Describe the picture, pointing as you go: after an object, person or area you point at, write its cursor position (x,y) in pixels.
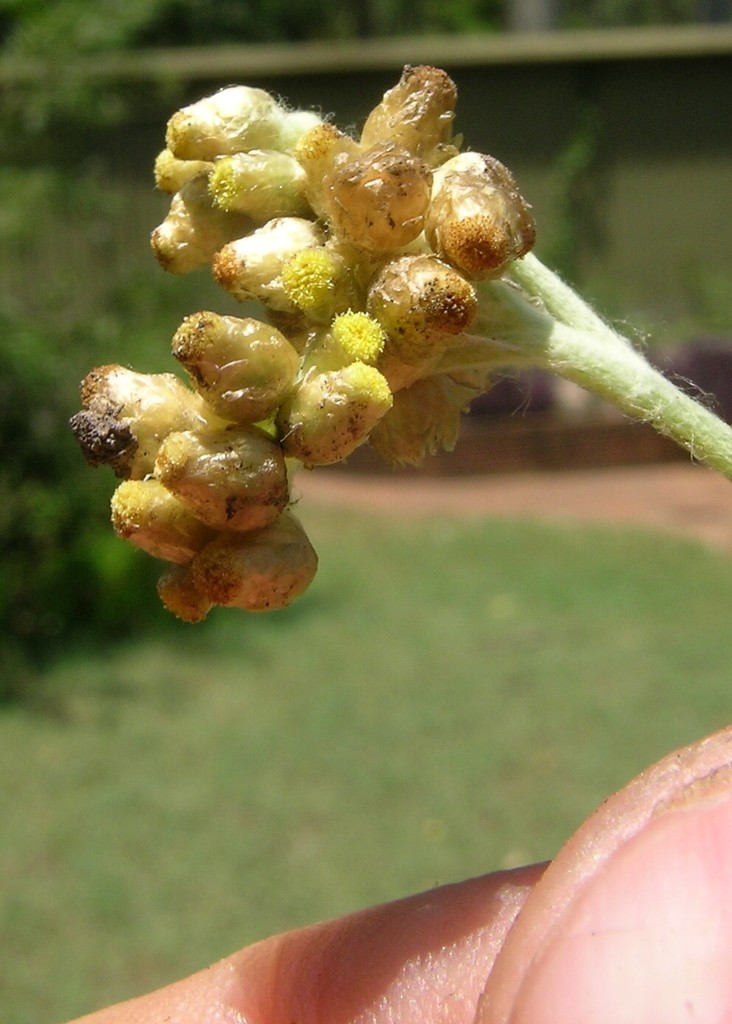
In this image we can able to see a human (704,829) is holding a plant (385,317). Far there is a grass (29,702) and plants (56,212).
